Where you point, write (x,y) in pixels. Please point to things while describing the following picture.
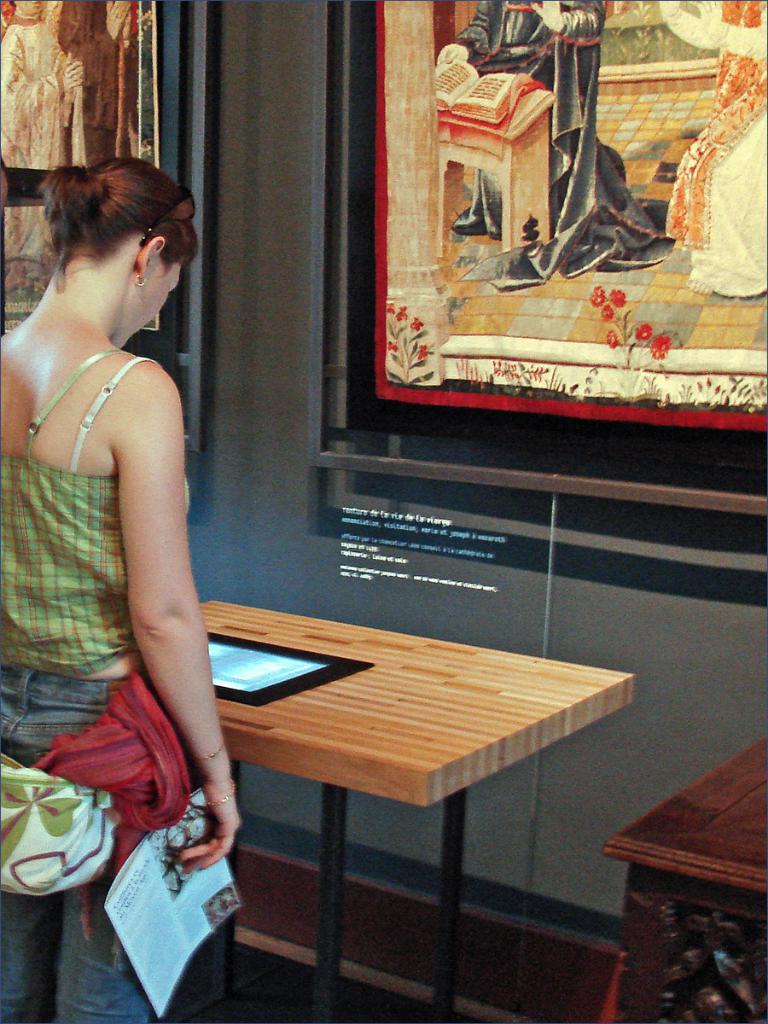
On the left side of the image (79,420) we can see a lady (95,438) standing and holding a paper (193,844) in her hand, before her there are tables (345,747) and we can see wall frames (350,428) placed on the wall (256,400).
